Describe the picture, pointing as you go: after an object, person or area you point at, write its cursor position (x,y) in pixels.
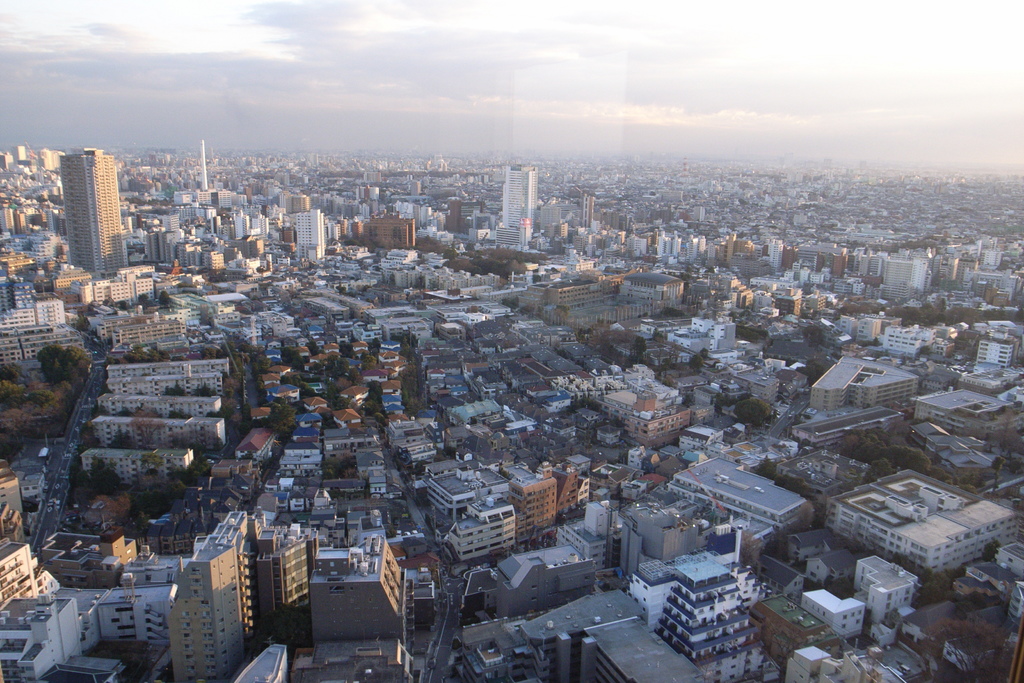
It is the image of a city (533,491), there are many buildings (380,596), towers (106,211) and houses (539,340) all around and in between the houses (300,419) there are few trees (328,358).
